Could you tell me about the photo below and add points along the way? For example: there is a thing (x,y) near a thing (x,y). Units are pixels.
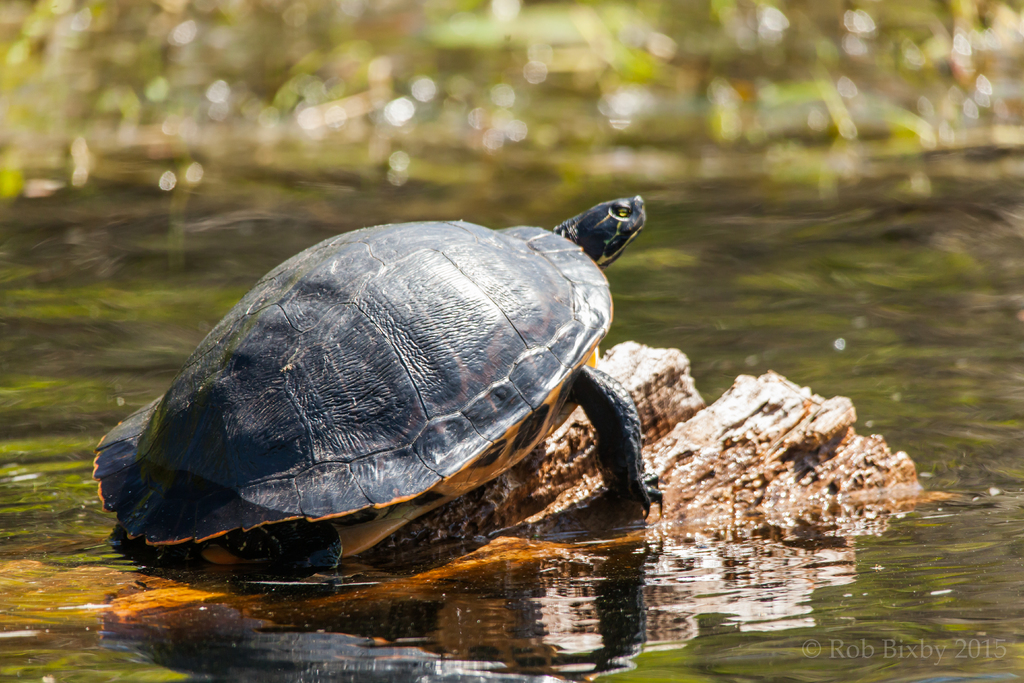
In this image, we can see a black tortoise (474,431) on the log (692,442) and we can see water (985,589).
